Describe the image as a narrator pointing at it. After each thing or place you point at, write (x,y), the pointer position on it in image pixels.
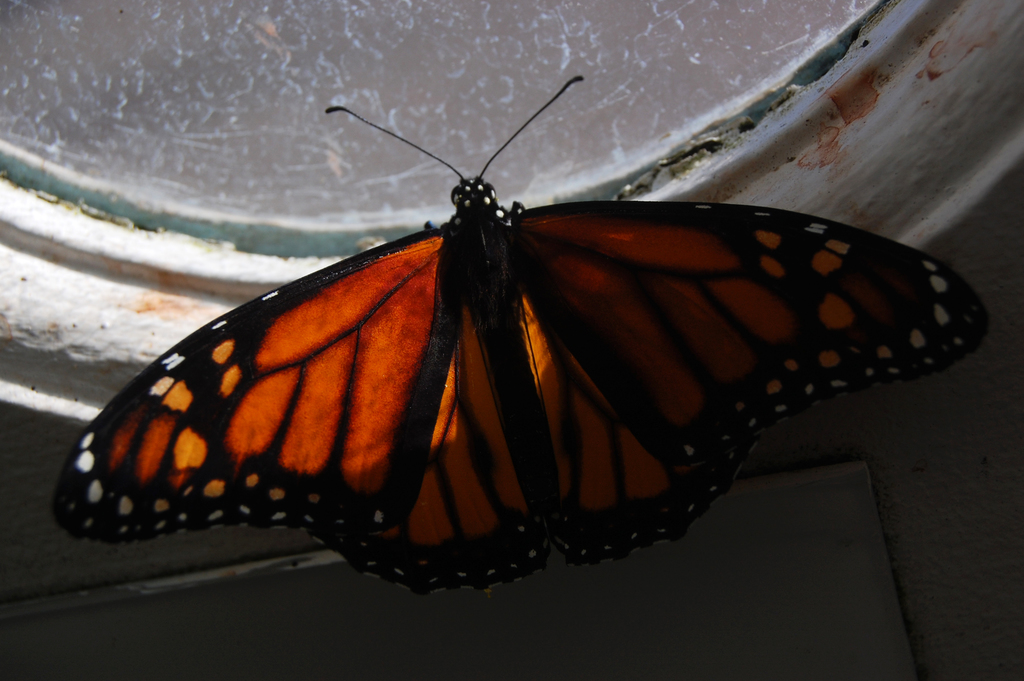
In the center of the image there is a wall (717,544) and a glass window (537,153). On the wall (912,532), we can see one butterfly (578,429), which is in brown, black and white color.
